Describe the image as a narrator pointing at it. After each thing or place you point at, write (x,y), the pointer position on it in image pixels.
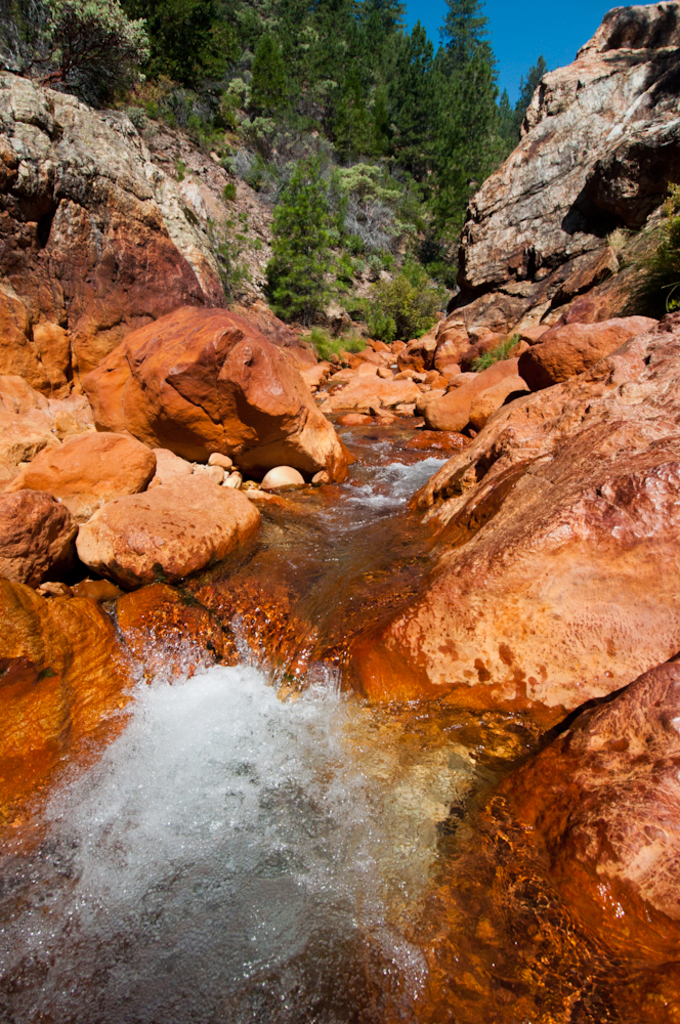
In this picture, we see water (351,511) flowing over the rocks (431,434). On either side of the picture, we see rocks (441,331). There are trees (460,208) in the background (423,199). At the top of the picture (512,72), we see the sky (517,41), which is blue in color.
